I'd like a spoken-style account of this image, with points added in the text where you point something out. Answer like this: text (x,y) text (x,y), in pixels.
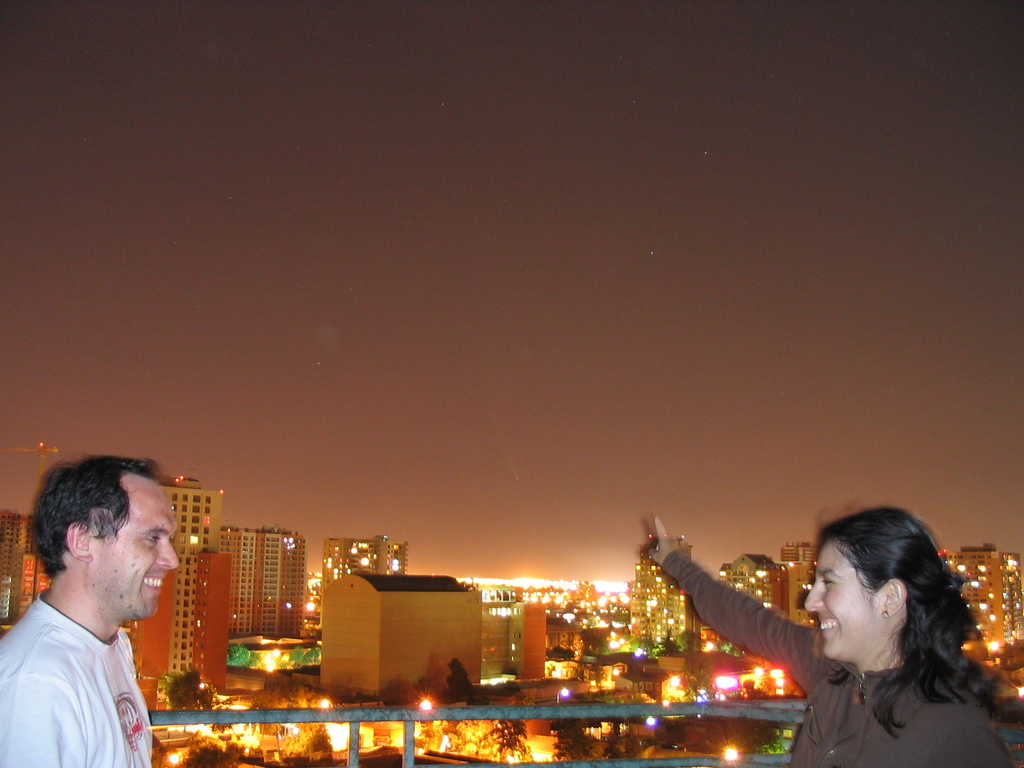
On the left side (63,559), there is a person (119,694) in white color t-shirt (108,690) smiling and standing. On the right side (912,542), there is a person (891,530) in a jacket (857,718) smiling, standing and showing something. In the background (672,673), there is a fencing (405,738), there are buildings (266,624) which are glass windows (383,568) and lights (396,569), there are trees (769,745), there are lights (567,585) and there is sky (521,294).
